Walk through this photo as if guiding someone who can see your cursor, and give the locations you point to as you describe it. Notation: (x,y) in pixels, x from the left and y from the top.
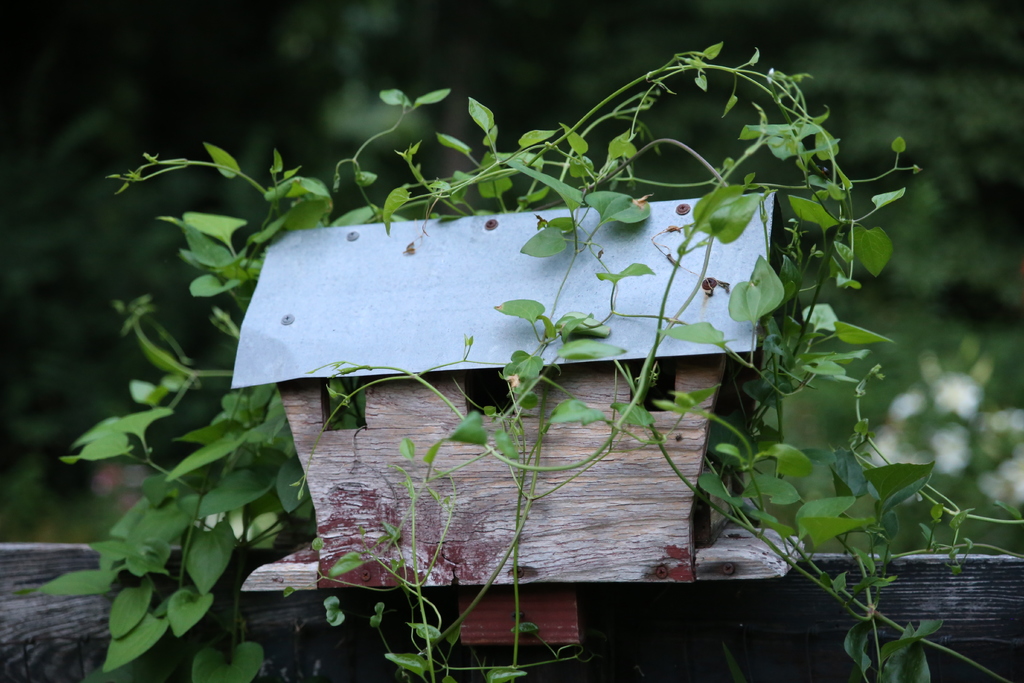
This is a miniature house (560,461). On it there are plants (199,531). The background (215,121) is blurry.
